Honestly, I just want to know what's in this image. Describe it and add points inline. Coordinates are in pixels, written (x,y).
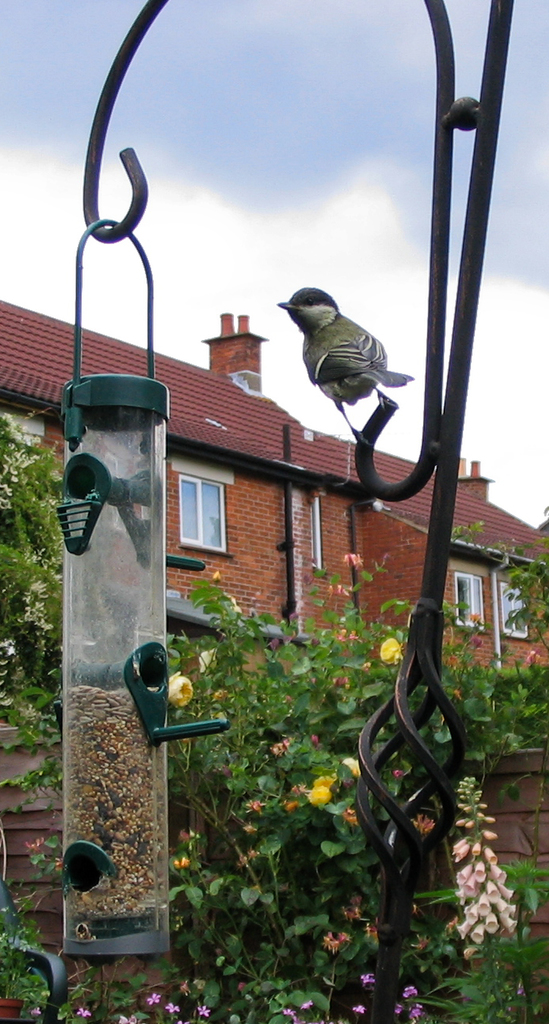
In this image there is a bird feeder (99,759) is hanging to a pole (414,670) as we can see in the bottom of this image (404,690). There is one bird (348,398) sitting on to this pole (363,459) on the right side of this image (458,374). There are some plants (279,809) with flowers (296,789) in the background (256,756). There is a house (284,506) in the middle of this image, and there is a sky (238,250) on the top of this image (293,185).
